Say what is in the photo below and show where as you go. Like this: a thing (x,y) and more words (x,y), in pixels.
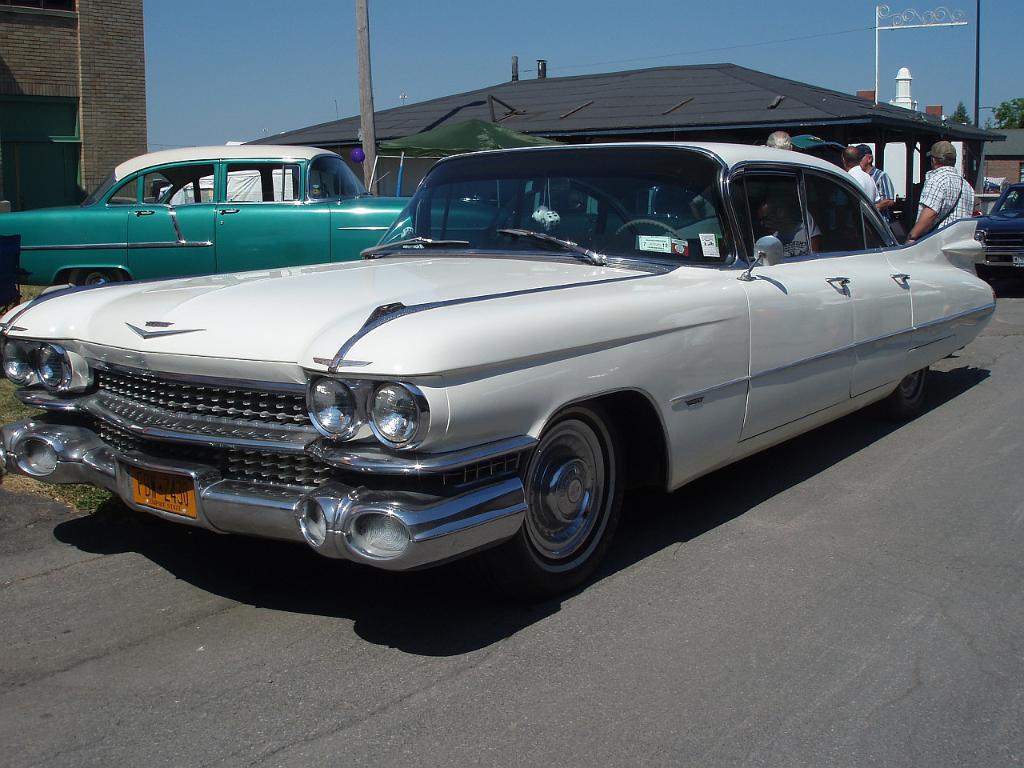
In this picture we can see few cars (571,401) on the road (719,527), in the background (547,85) we can find few people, buildings (534,85), trees (1009,106) and poles (977,125).
